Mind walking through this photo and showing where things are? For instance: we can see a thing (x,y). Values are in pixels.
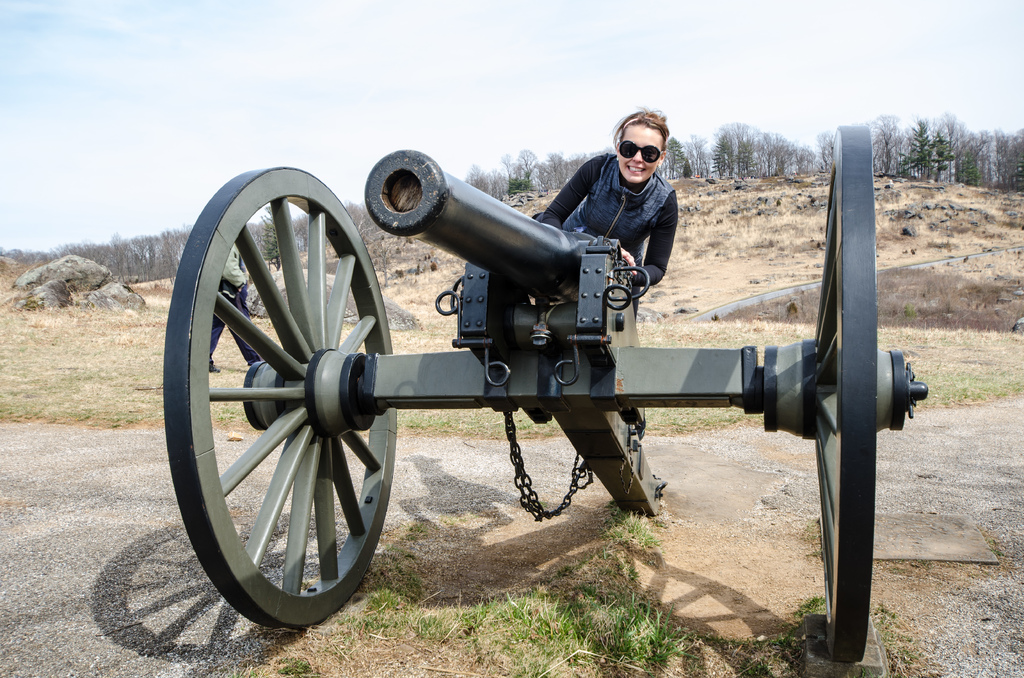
In this image I can see cannon (851,152), back I can see the person (647,200) wearing black jacket (658,187). I can also see few trees (720,132) in green color, sky (206,46) in white and blue color.
